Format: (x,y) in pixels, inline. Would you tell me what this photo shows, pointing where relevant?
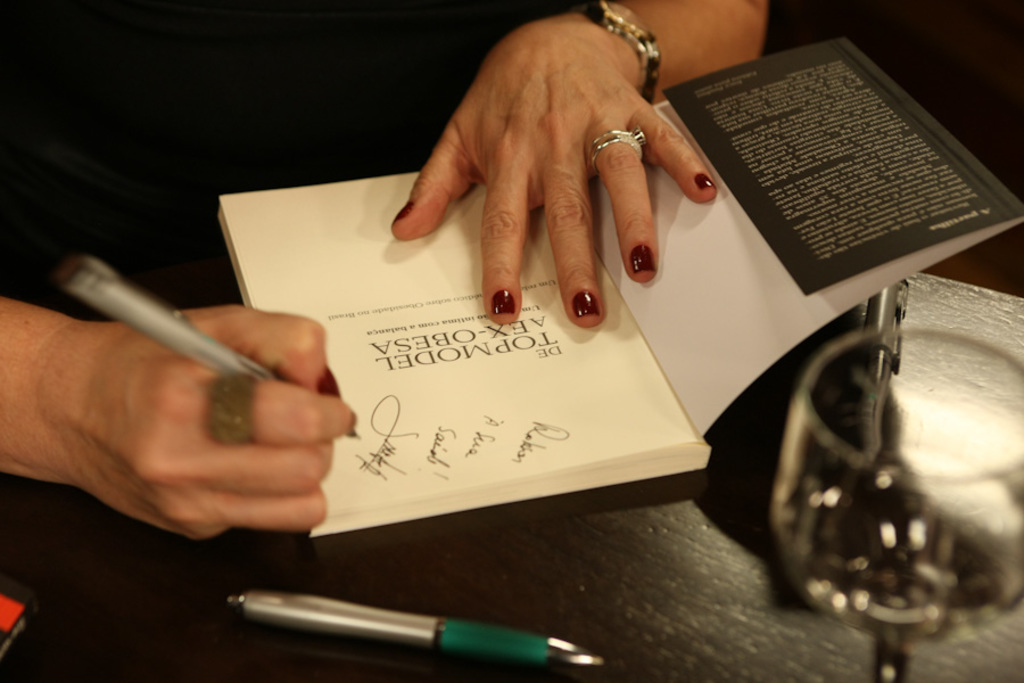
In this image there is a person (530,159) who is writing in the book (431,401) with the pen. The book (436,407) is on the table (557,535). Beside the book (468,507) there are pens (278,610) and a glass (873,357) on the table (762,651).
